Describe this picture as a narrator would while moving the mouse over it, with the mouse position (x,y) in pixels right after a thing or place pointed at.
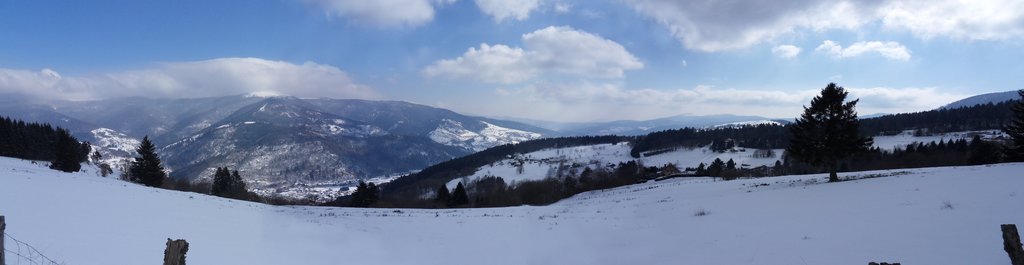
In this picture we can see the land (613,145), trees (140,170), and mountains (216,168) covered with snow (895,250). We can see iron fence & wood (166,260). The sky (464,57) is blue.
